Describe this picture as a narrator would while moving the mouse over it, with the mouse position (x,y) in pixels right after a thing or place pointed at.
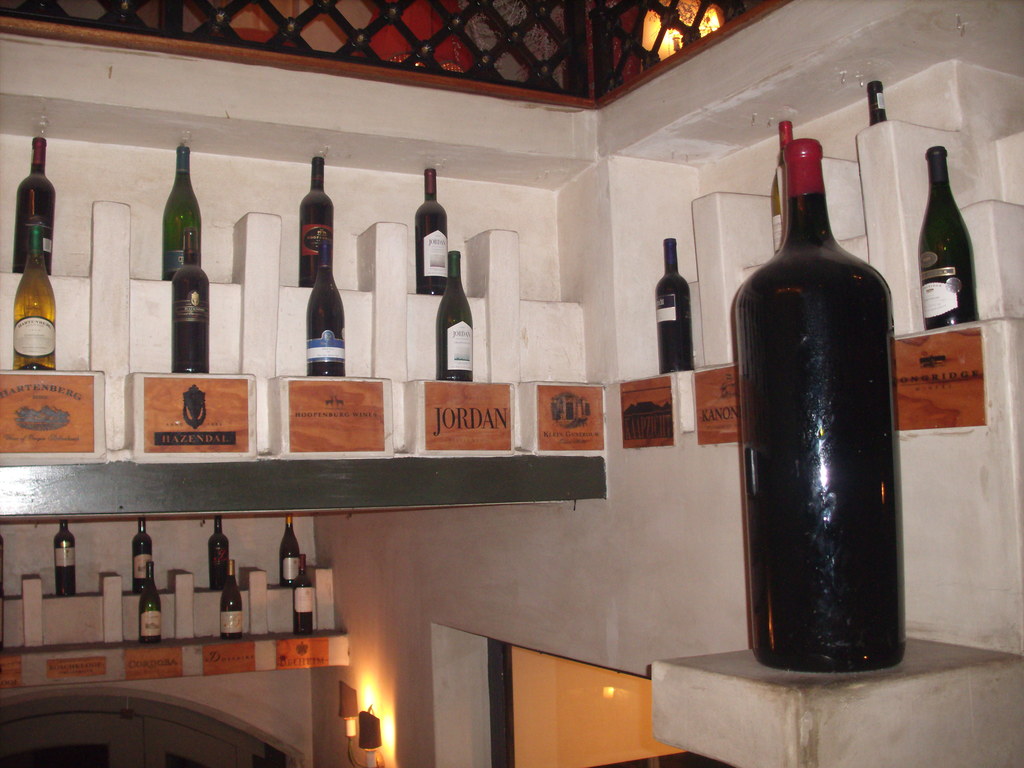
In this image we have a bottles (819,416) back side they have so many bottles (341,367) and bottom of the bottle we have a printed plate (451,420) which is describing the bottle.
